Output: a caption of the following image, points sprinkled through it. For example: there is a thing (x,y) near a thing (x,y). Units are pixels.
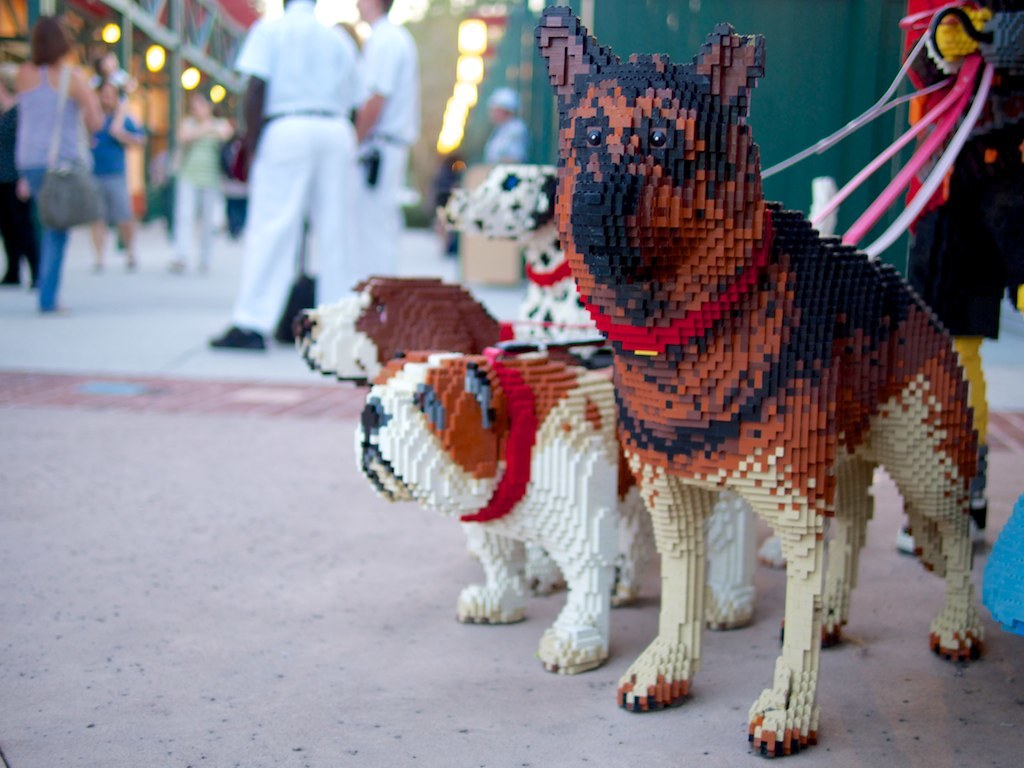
In this picture we can see toy dogs (366,328) on the ground (149,605) and in the background (52,257) we can see some people (389,138), lights (110,27) and it is blurry.
